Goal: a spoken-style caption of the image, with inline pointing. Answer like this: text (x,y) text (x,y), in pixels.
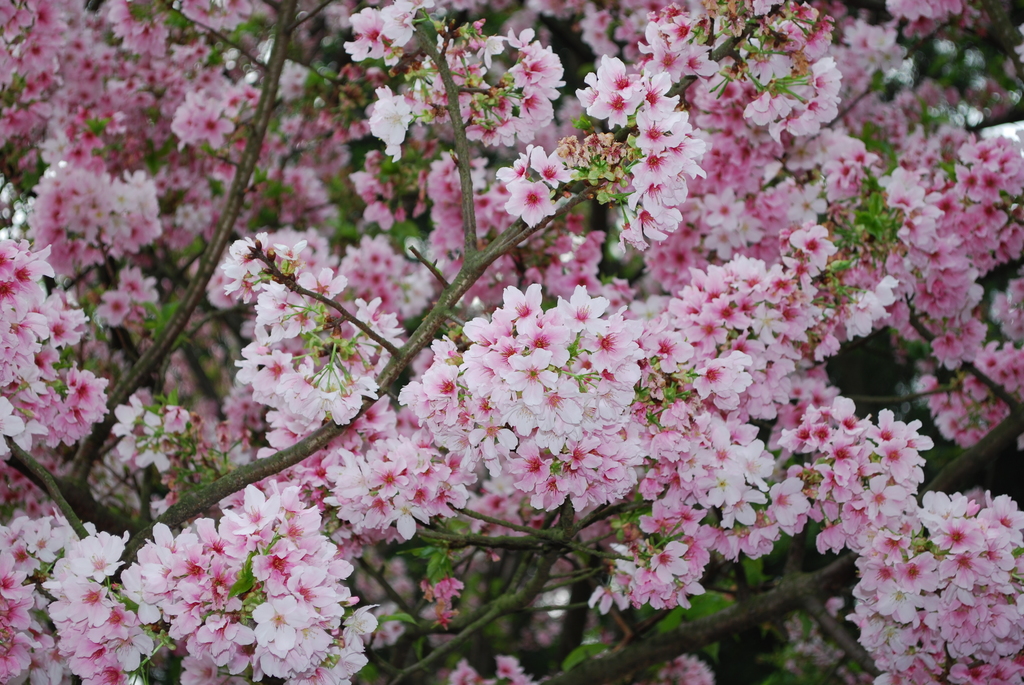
In this image there are branches (470,272) of a tree (221,330). There are flowers (595,355) and leaves (436,567) to the branches (655,644).
